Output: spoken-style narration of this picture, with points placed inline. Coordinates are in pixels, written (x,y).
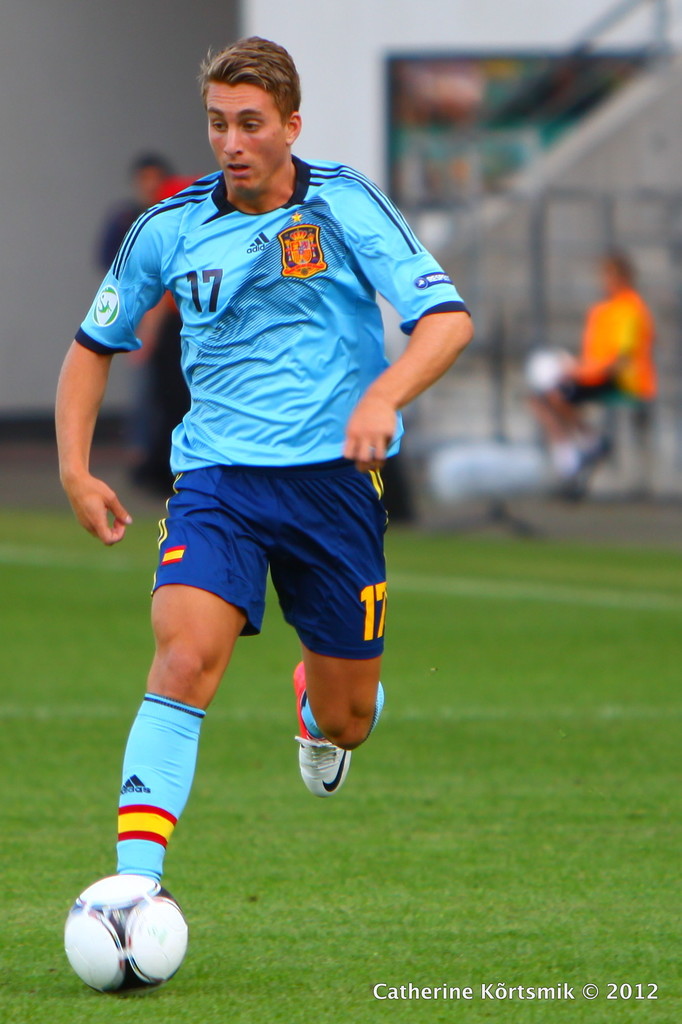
This Picture describe about the man (267,382) playing football in the green field (165,869) wearing light blue t- shirt (303,390) and a dark blue shorts (352,626) with a white ball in his foot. Behind we can see other players (615,347) are sitting on the chairs (621,395) wearing orange t- shirt (623,333) and stairs (541,212) going up to the stadium hall (604,108).
